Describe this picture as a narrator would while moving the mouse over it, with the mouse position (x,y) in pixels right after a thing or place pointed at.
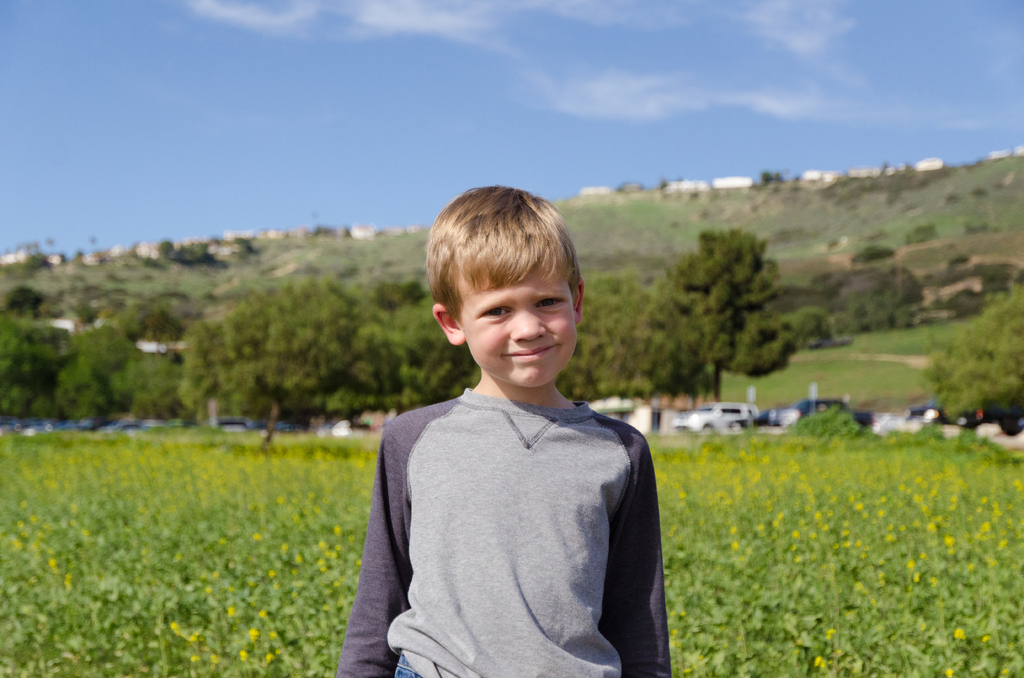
In the foreground of the image (464,593) we can see a boy (571,564) and small plants (862,595). In the middle of the image (657,395) we can see cars (253,420) and trees (171,371). On the top of the image (568,119) we can see the sky (394,112).
